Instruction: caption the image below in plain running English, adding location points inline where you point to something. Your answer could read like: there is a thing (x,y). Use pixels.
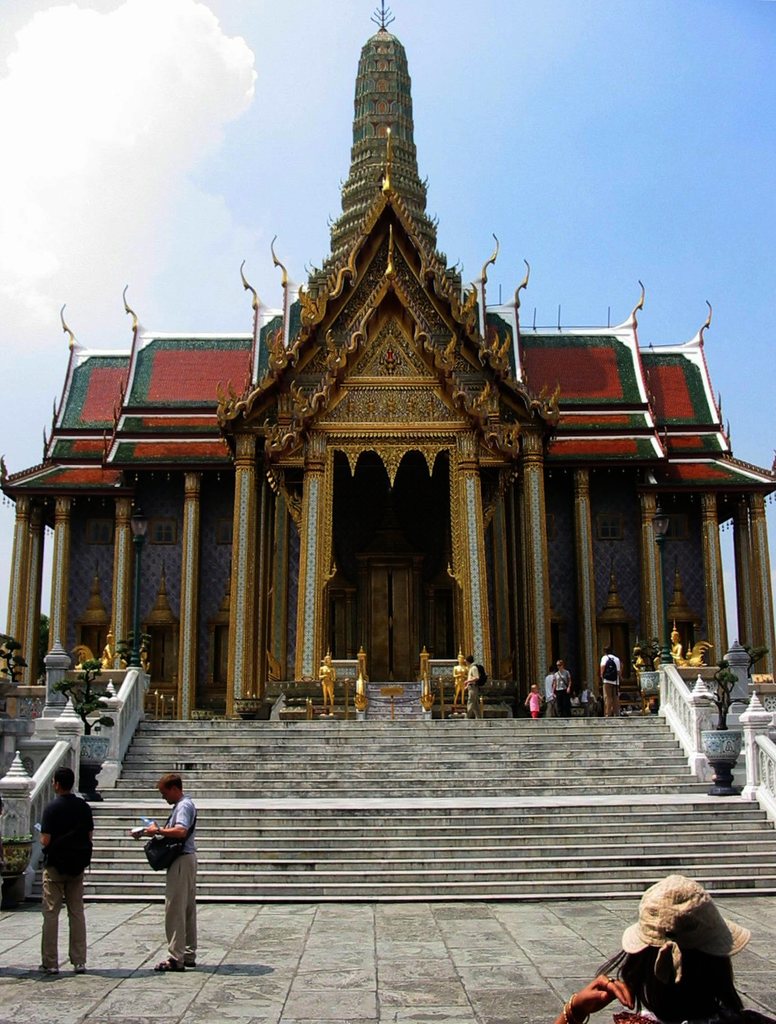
In this image people (71,796) are standing in front of a temple (357,285), in the background (498,172) there is a blue sky (617,160).
